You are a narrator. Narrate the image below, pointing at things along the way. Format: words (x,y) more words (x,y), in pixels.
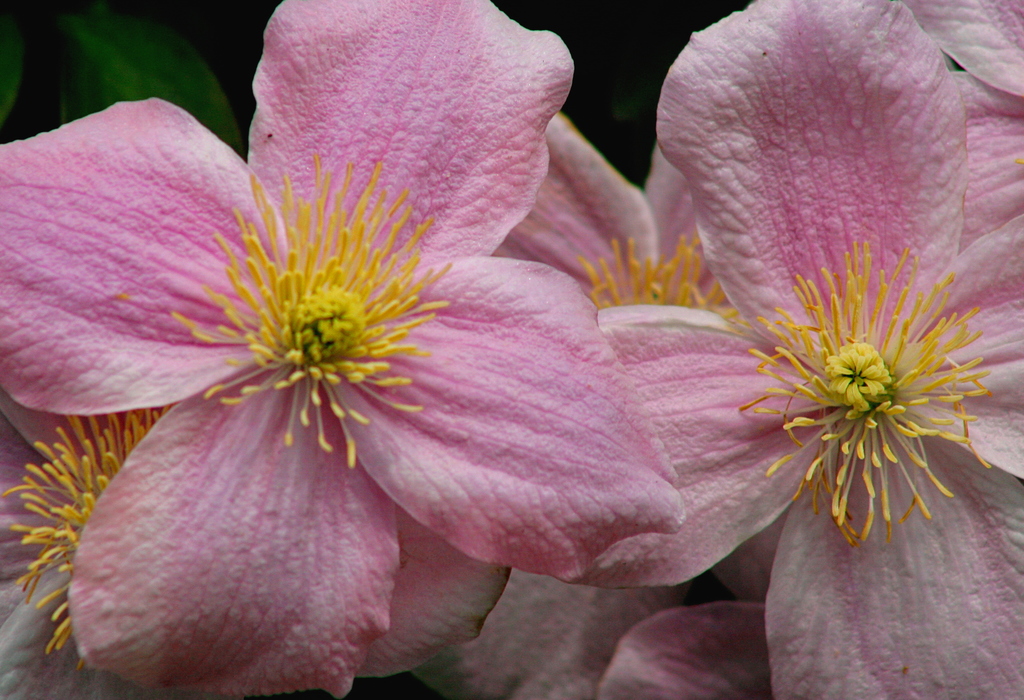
In this image there are beautiful flowers (551,367).
